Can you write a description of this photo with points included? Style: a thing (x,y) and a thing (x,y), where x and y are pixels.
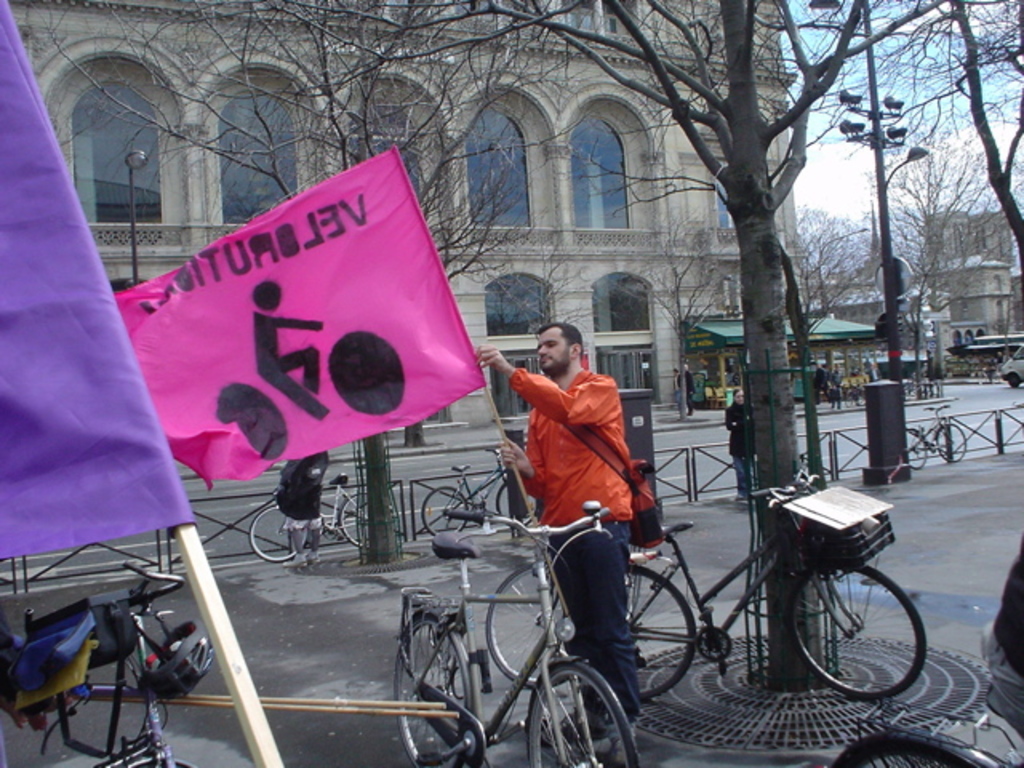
This picture is clicked in the city. In the middle of the picture (580,388), we see a man (532,388) in the orange jacket (566,405) is standing. He is holding a flag (398,312) which is in pink color. We see some text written on it. Beside him, we see the bicycles (560,687). Behind him, we see a tree (757,267). On the left side (83,524), we see a bicycle (114,628) and a flag (63,419) in violet color. In the middle of the picture (660,460), we see the road railing (866,446), traffic signal (872,459) and a man (296,470) standing beside the bicycles (443,516). There are buildings (190,173), trees (292,156) and street lights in the background (627,216). We see a stall (700,369) and people (693,387) are walking on the footpath (681,420). On the right side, we see a vehicle (1010,383) is moving on the road (970,387).
